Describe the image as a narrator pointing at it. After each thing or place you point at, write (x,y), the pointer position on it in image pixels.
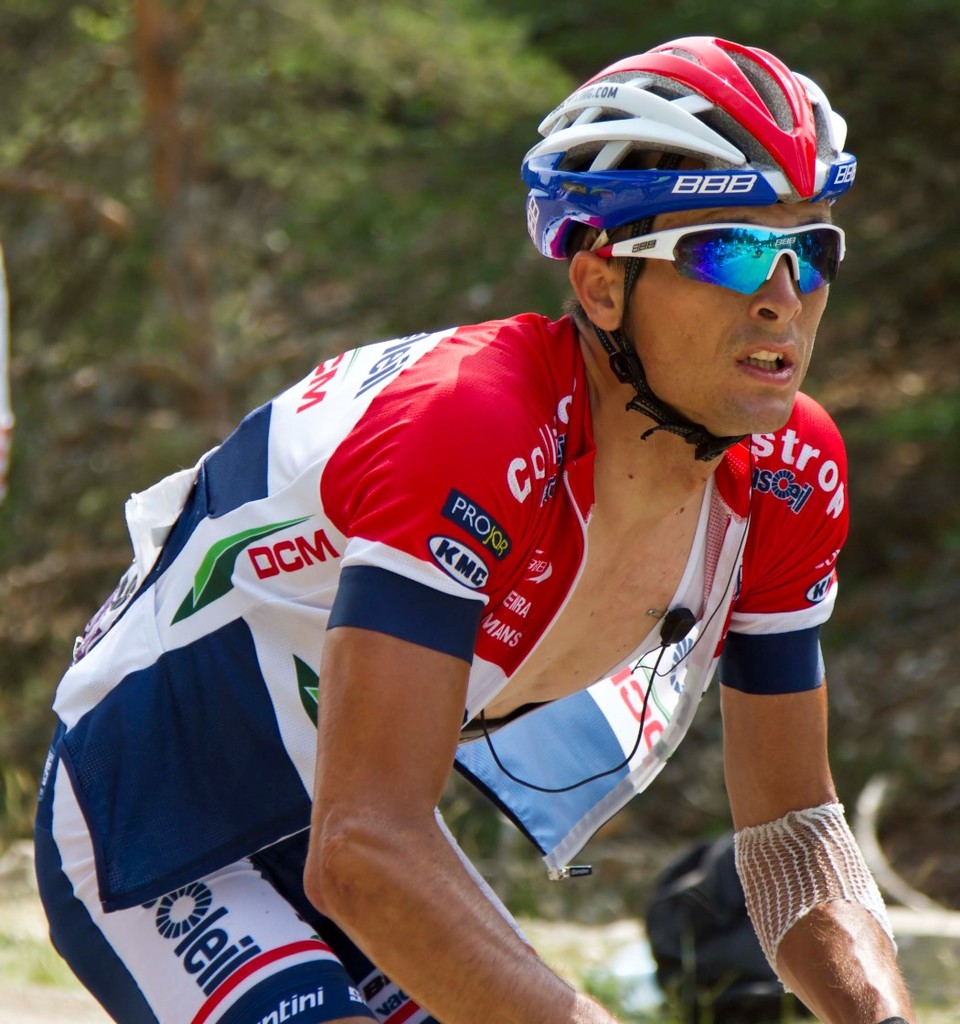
This is a man (466,458) wearing goggles (704,242) and helmet (602,156), these are trees (307,150).
